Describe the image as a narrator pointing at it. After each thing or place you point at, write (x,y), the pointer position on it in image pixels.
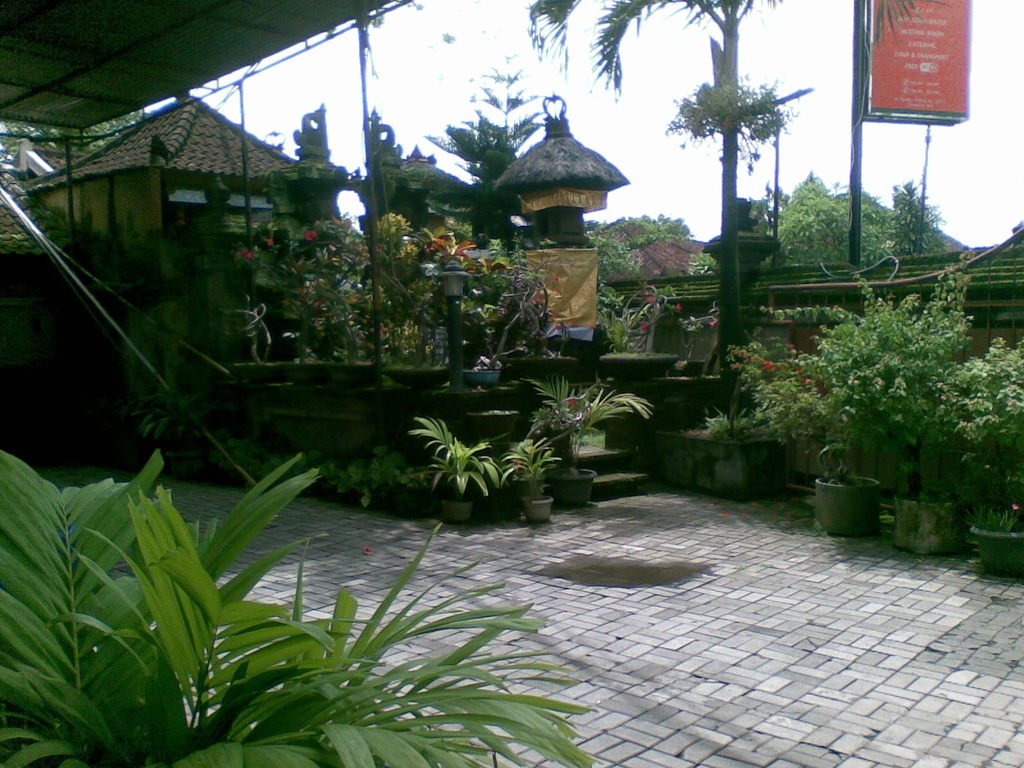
In this image we can see group of plants (959,469) placed in different pots (862,480) on the ground (326,566). In the background (658,185), we can see a group of buildings (279,189), trees (801,196), shed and the sky (690,171).
